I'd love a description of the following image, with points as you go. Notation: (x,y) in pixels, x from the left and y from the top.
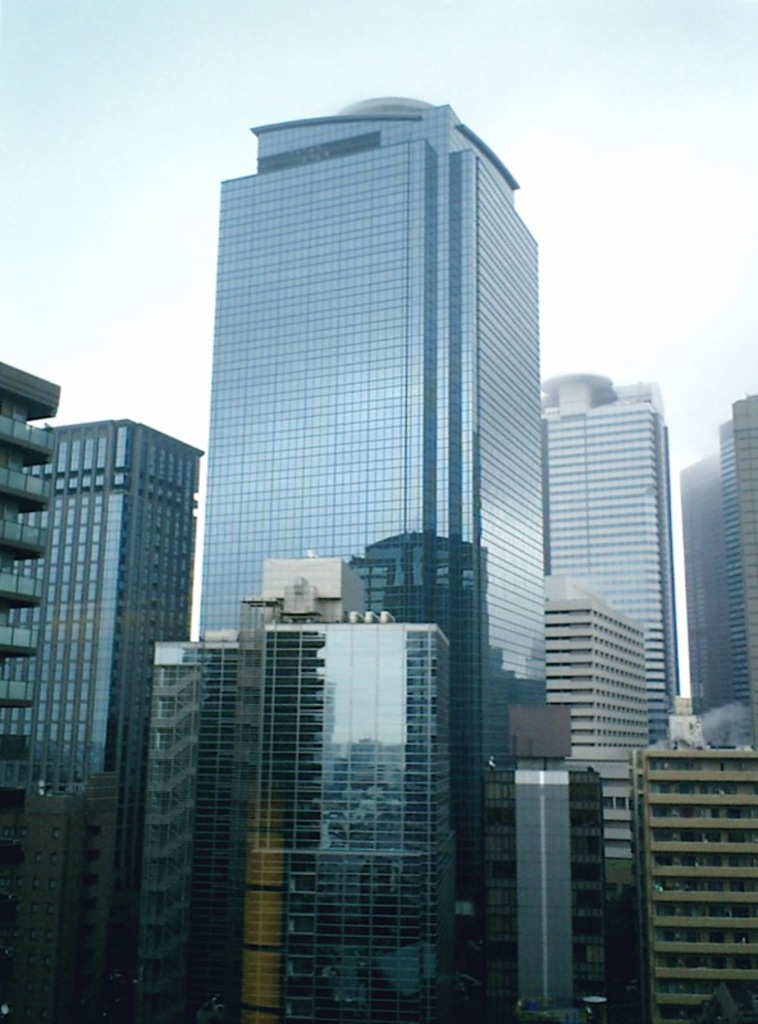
In this picture we can see some buildings (459,588) here, we can also see glasses (503,786) and windows (579,676) of these buildings (596,685), there is sky (575,123) at the top of the picture (578,116).
